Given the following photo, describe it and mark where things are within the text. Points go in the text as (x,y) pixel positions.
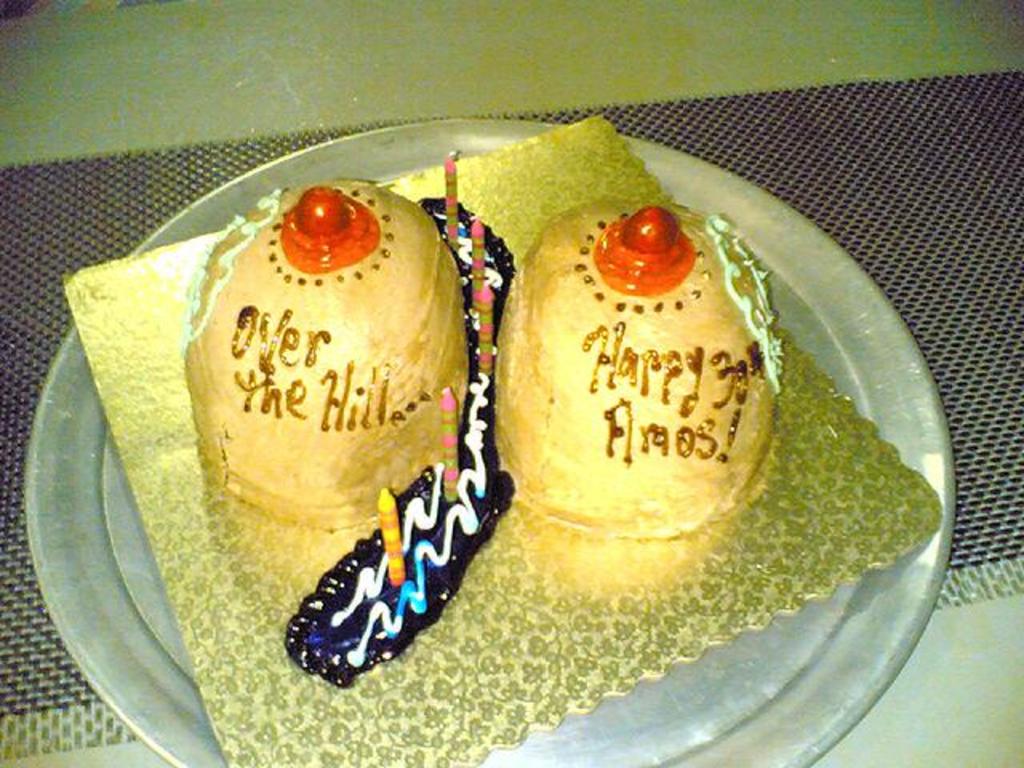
In this image we can see a serving plate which consists of cake (622,487) with candles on it and placed on the table (57,84).
